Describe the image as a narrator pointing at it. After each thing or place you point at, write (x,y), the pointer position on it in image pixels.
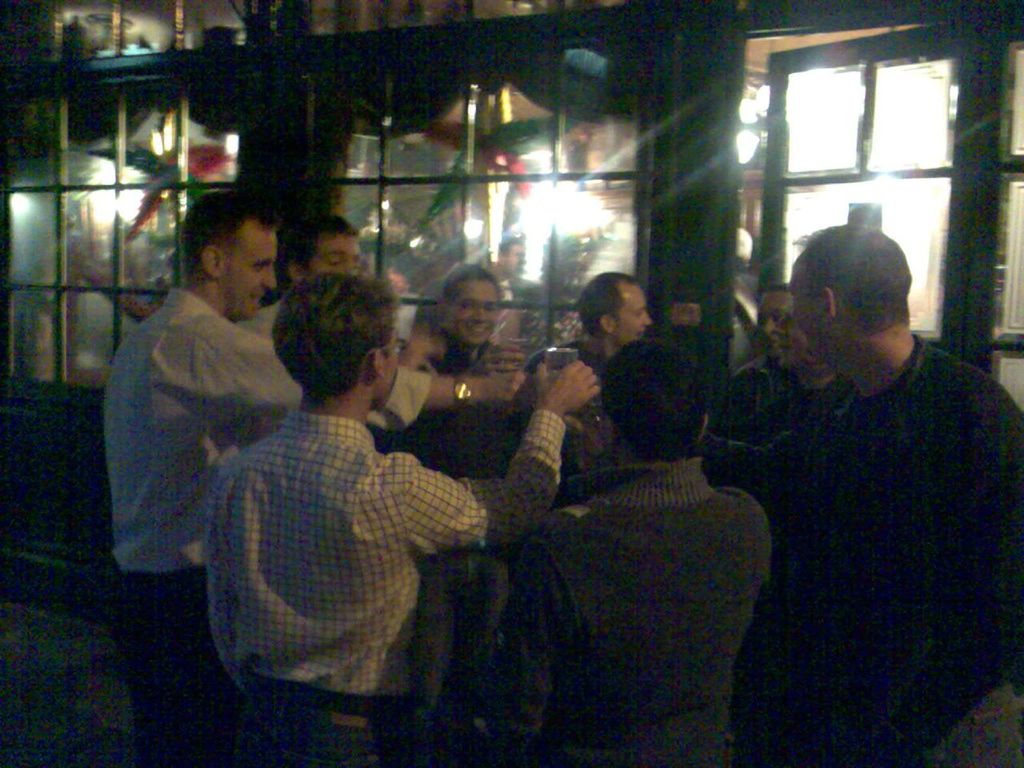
In the image few people (478,288) are standing and holding some glasses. Behind them there is a glass wall (519,314).
